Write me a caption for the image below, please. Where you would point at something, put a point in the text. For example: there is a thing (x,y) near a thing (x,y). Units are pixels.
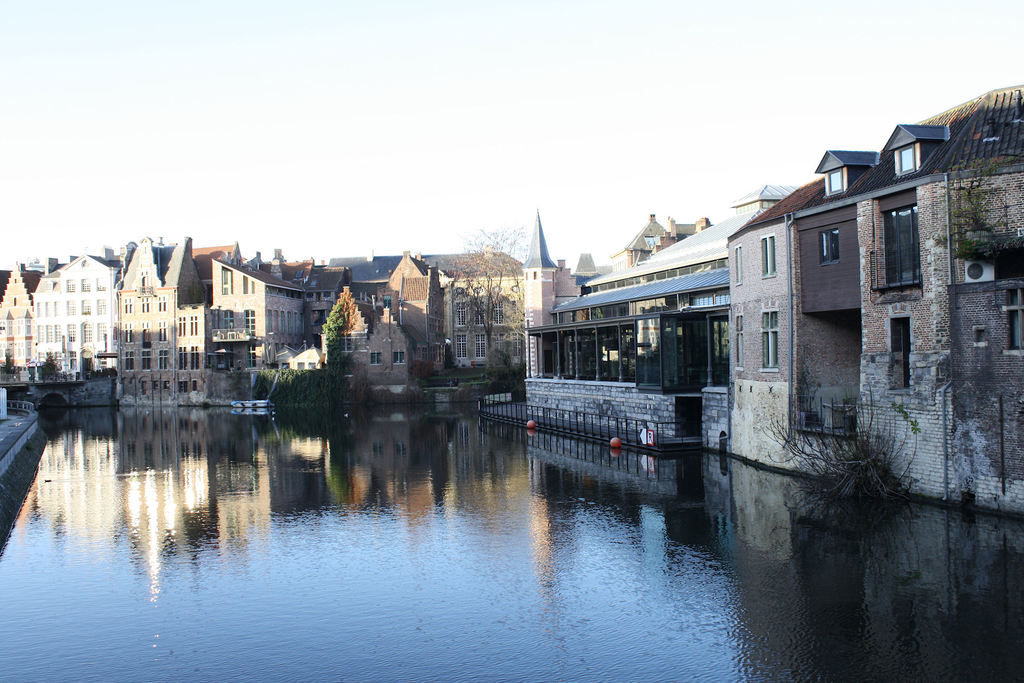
in this image I can see few buildings (839,257) visible in the middle (604,305), in front of the building (115,332) I can see trees (307,375) and lake (466,544) and the sky (161,153) visible in the background (621,160).
